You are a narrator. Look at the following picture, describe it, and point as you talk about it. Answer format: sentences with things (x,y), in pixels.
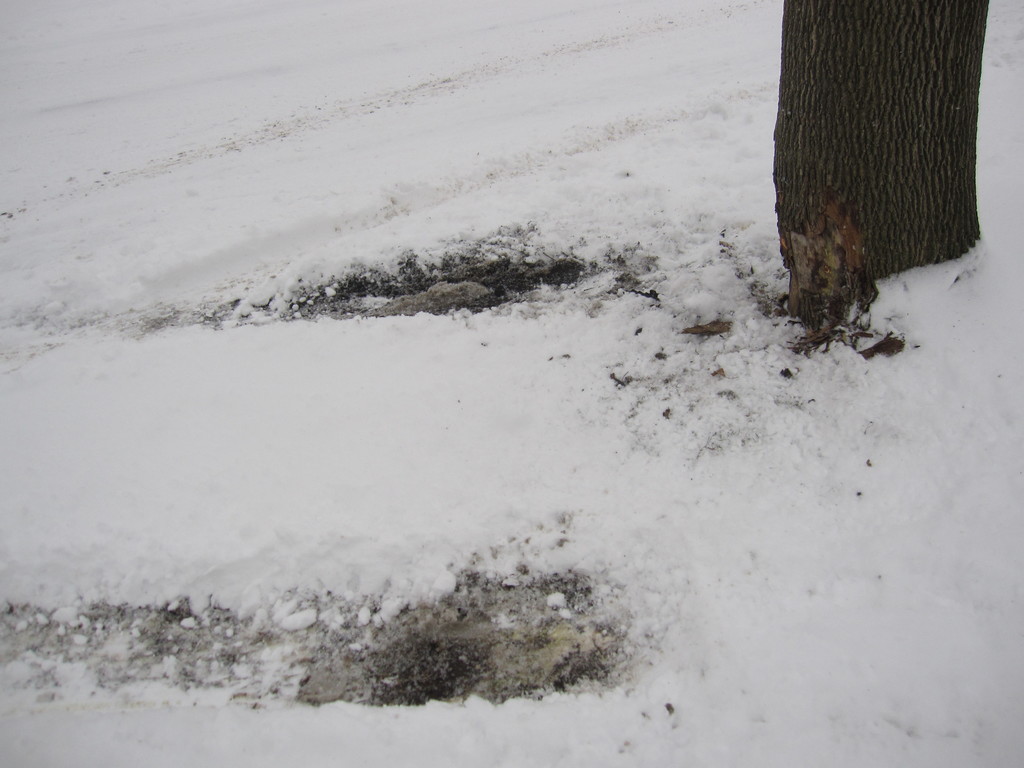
In this image we can see snow (691,345) on the ground (450,579). To the right side of the image (895,107) we can see a tree (833,215).
